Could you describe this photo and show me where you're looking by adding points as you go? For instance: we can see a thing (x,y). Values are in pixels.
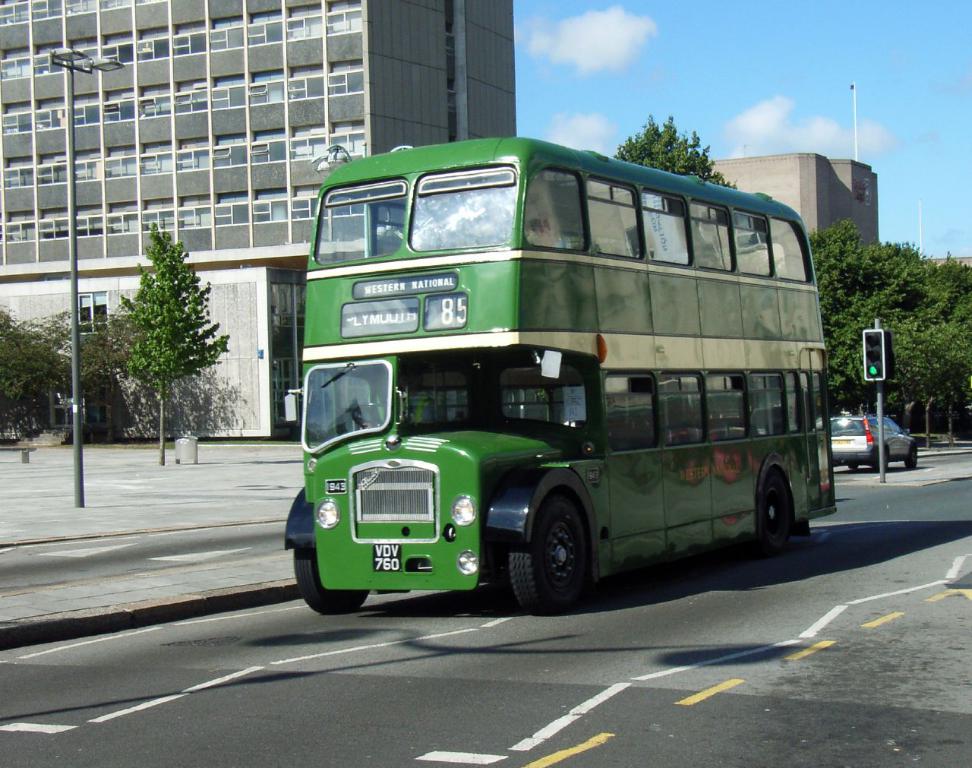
This image consists of a bus (552,464) in green color. At the bottom (361,717), there is a road (270,663). In the background (143,31), there are buildings (98,112). To the right (896,322), there are trees (889,399).
